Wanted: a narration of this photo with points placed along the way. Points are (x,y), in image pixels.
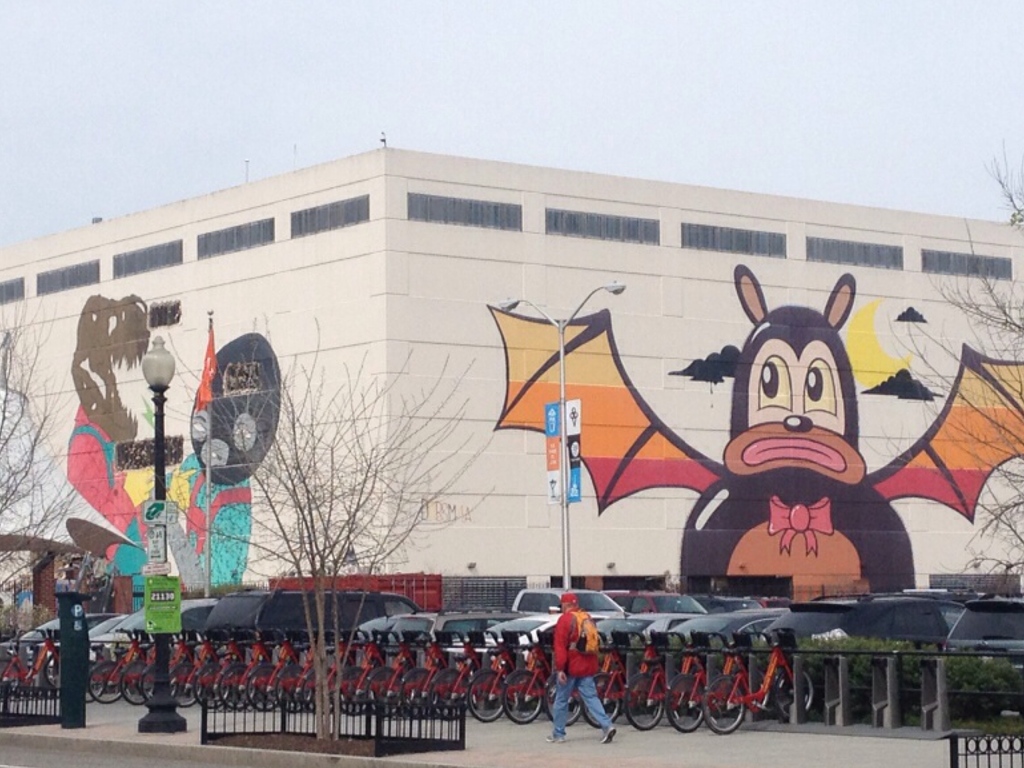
In the image I can see a building (501,534) to which there are some paintings (907,371) and also I can see some people (588,704), bicycles (652,682), cars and a fencing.
